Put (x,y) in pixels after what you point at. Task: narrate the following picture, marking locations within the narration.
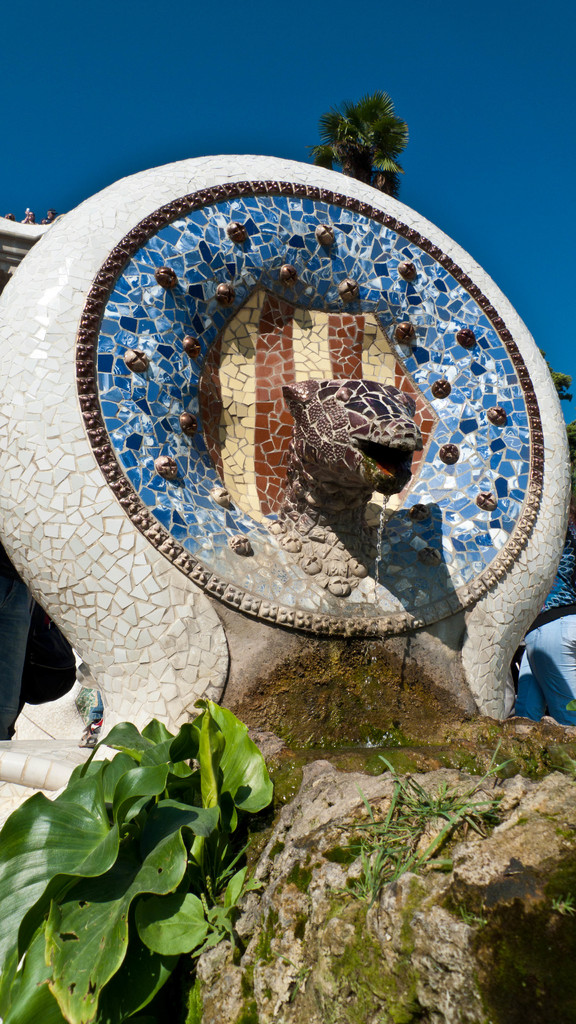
In the image there is a round shaped wall (159,667) with a statue (351,411) of an animal's head (357,482). And also there is some design (203,454) on it. From the statue's mouth (381,489) there is water (375,742) flowing. And on the ground (359,752) there is grass (442,793) and also there are leaves (117,928). In the background (381,123) there is a tree (373,148). At the top of the image (292,135) there is sky (337,66).
